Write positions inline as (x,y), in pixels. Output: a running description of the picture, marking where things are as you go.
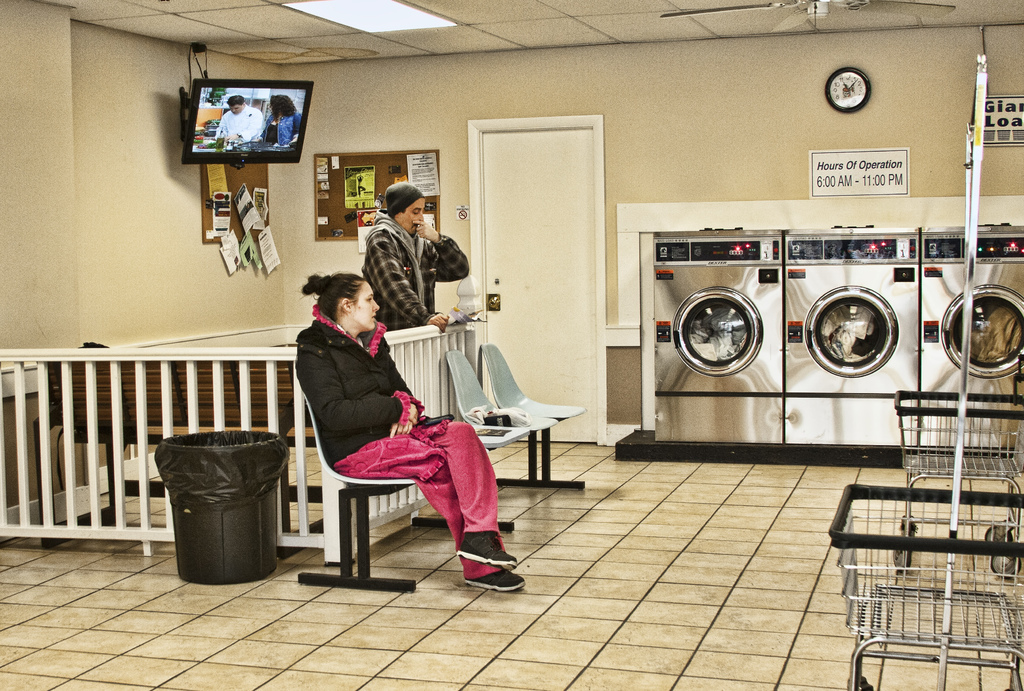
On the background (352,196) we can see notice board (334,201) and papers (249,227) over a wall (612,55) and also a clock (858,108) and here we can see television (310,98). This is a ceiling (644,23), fan (903,7) and light (363,18). Here we can see a door (585,398). Here we can see few machines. Here we can see one woman (477,486) sitting on a chair (401,481). This is a trash can (191,445). We can see one person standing here. These are cart wheels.
